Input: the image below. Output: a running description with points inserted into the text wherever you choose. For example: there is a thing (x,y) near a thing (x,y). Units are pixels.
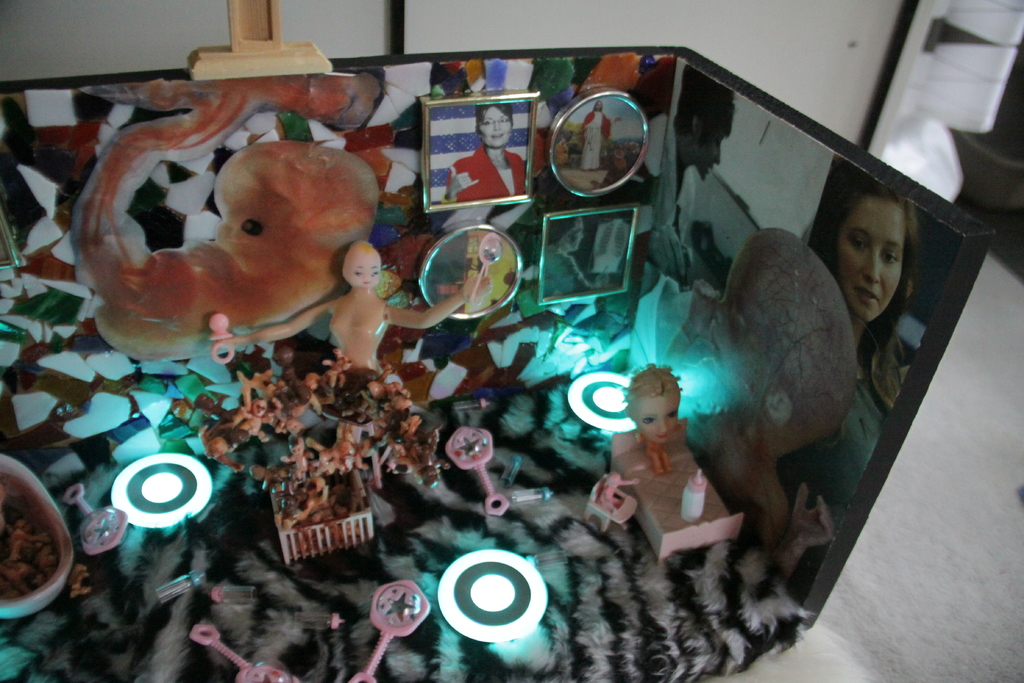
In this image we can see toys (342,327) placed here and photo frames (510,290) on the wall (529,290). Here we can see a man and a woman pictures (716,244) on the wall (680,203). In the background (559,10), we can see a wall (853,54) and something which is in white color.
